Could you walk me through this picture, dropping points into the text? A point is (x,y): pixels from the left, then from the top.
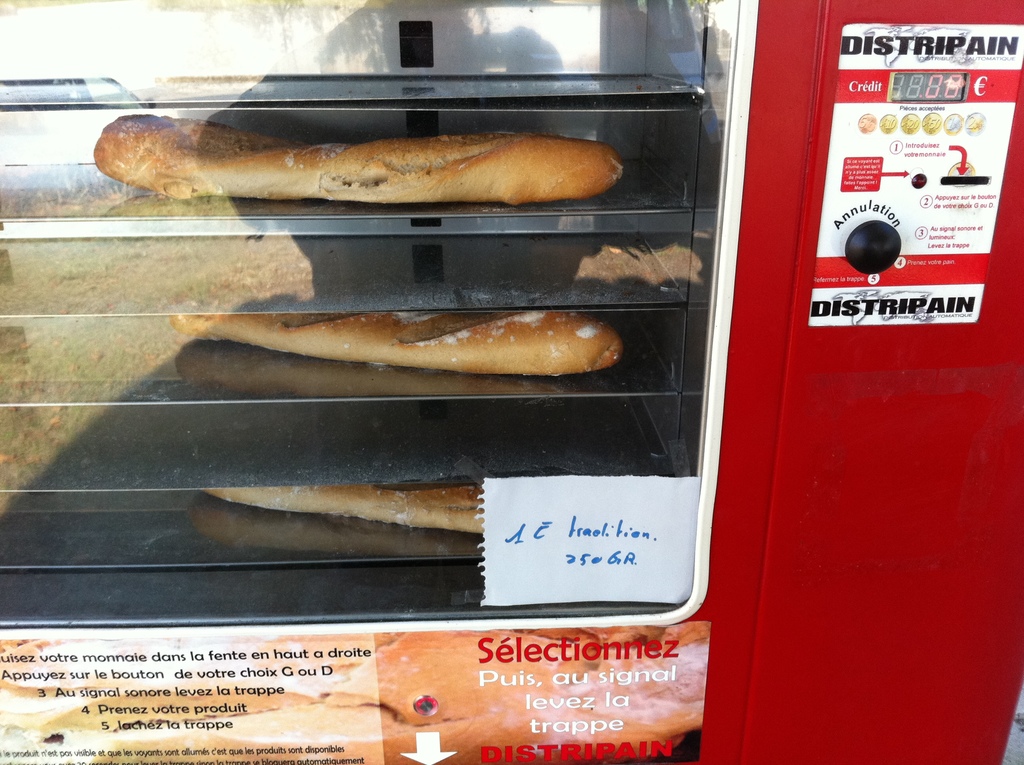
In this picture we can see vending machine (810,542), there is some food (362,326) here, we can see some text (348,645) at the bottom (368,645).
